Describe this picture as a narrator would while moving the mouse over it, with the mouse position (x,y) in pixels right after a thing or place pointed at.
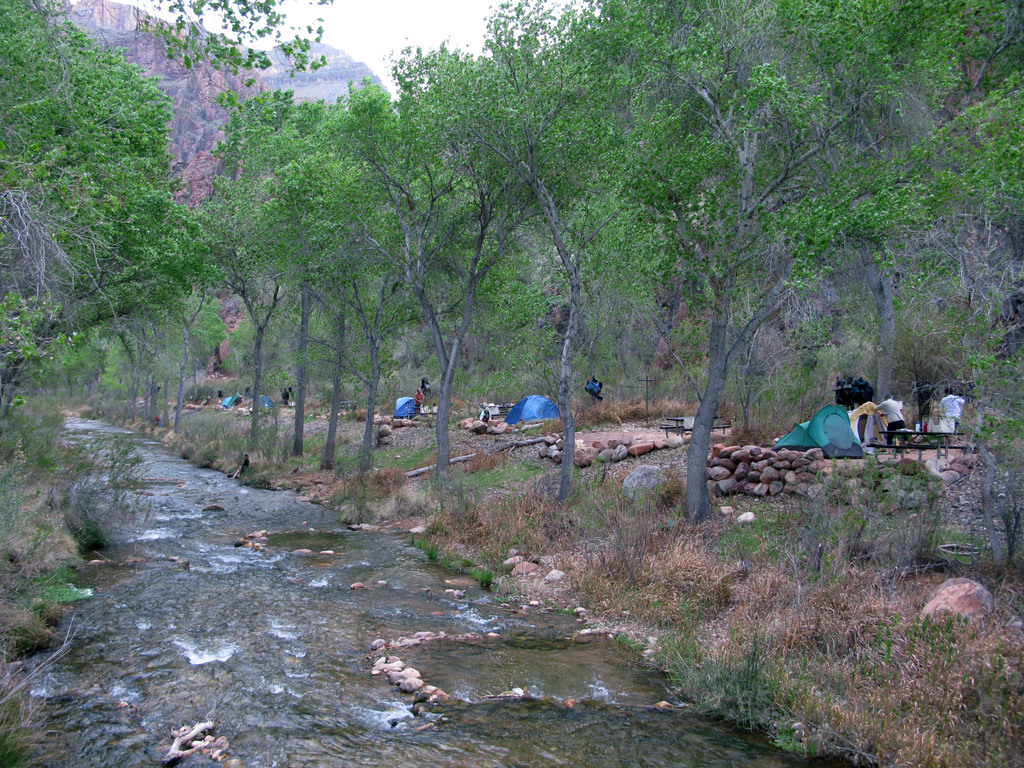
In this image, I can see a river (162,484), trees (227,226) and plants (798,529). On the right side of the image (788,483), I can see few people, tents (867,433) and rocks (770,467). In the background (235,110), there is a hill (274,84) and the sky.
